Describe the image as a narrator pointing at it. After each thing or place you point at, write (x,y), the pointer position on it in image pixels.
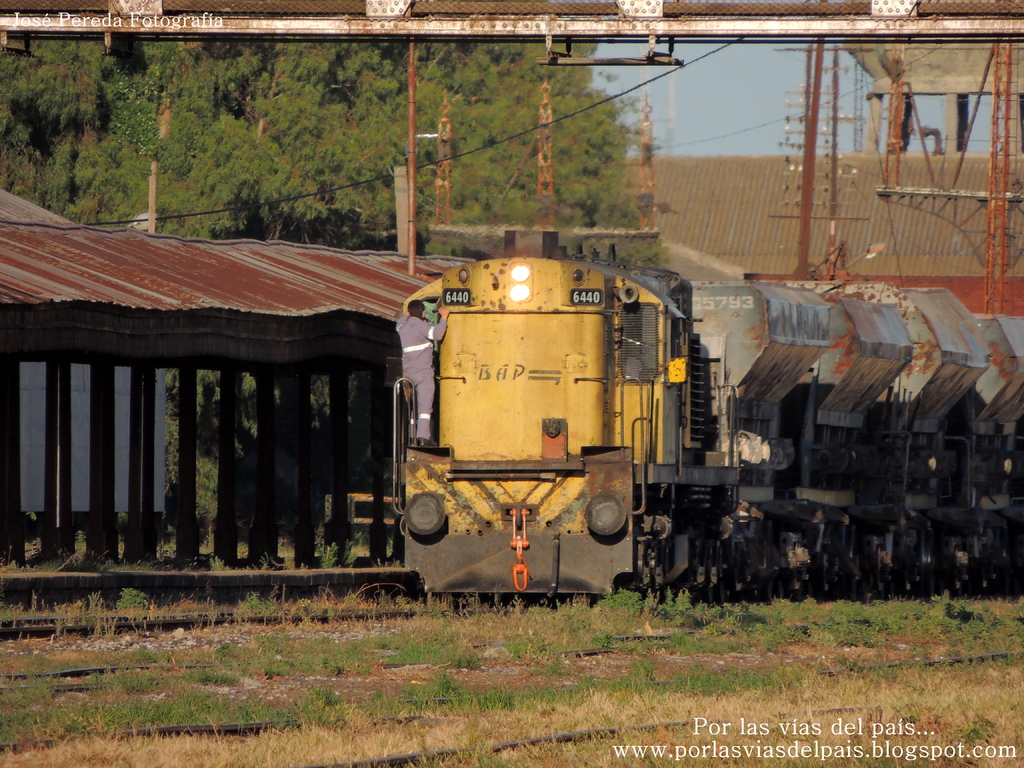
In the picture we can see train (590,515) which is on the track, we can see a person (421,357) standing on it and in the background of the picture (416,259) there are some trees (623,184), iron rods (937,192), shed (232,274) and top of the picture (696,147) there is clear sky (637,148).
